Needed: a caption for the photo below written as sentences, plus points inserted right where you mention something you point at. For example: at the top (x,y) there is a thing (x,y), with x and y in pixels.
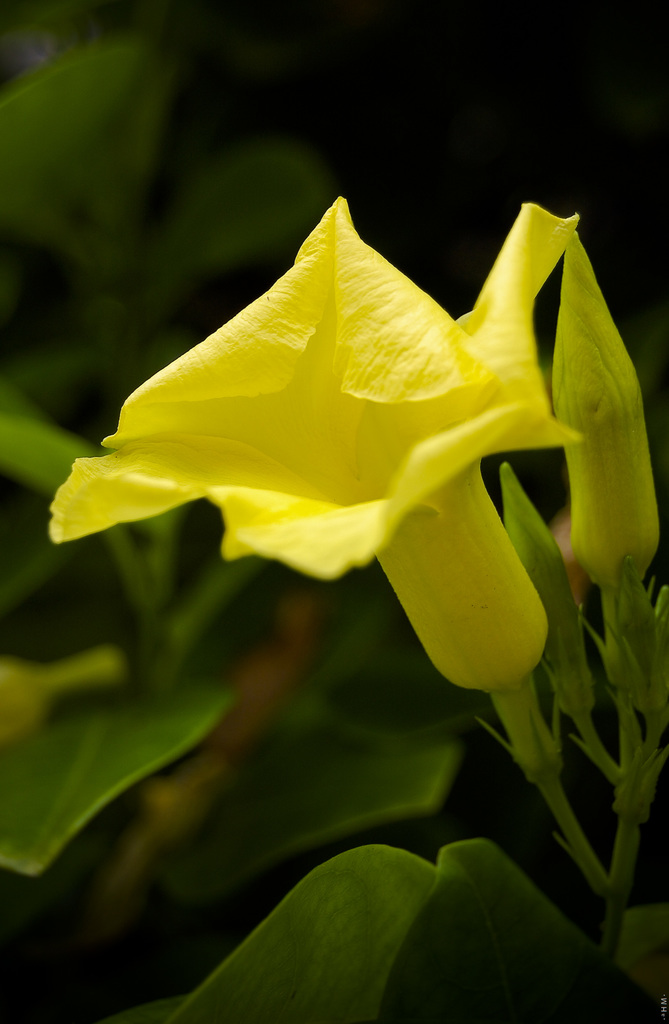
This picture contains flower (334,469) which is yellow in color. Behind that, there are buds (572,496) in yellow and green color. In the background (215,239), it is green in color and it is blurred in the background (291,159).
